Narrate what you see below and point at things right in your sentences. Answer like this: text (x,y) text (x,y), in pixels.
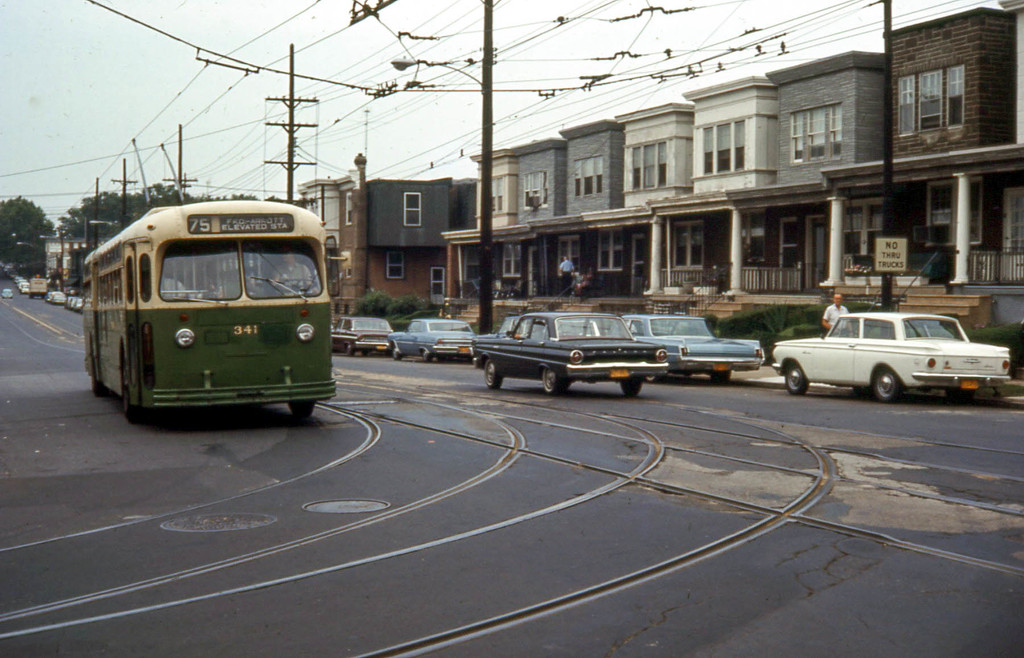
In this image in the center (587,331) there are some vehicles (908,334), and on the left side (200,313) there is one bus (203,359). At the bottom (461,572) there is road (556,394), and on the right side (863,166) there are some buildings (648,202), poles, pillars (959,213), wires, light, plants (746,314) and some boards (892,251) and railing (999,261). And in the background (81,234) there are some buildings (52,253) and trees (130,211), at the top (198,81) there is sky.
